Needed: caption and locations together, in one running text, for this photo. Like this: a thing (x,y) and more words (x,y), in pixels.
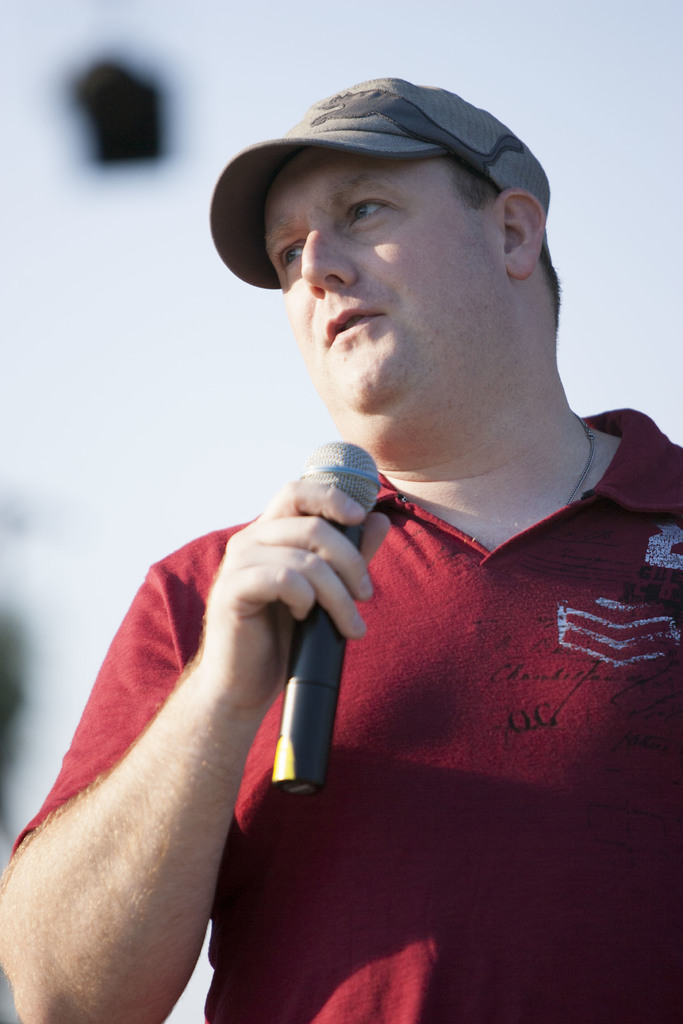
In this picture I can observe a man (353,620) wearing red color T shirt (389,628) and holding a mic (330,630) in his hand (268,673). He is wearing a hat (280,144) on his head (336,186). The background (153,135) is blurred.
